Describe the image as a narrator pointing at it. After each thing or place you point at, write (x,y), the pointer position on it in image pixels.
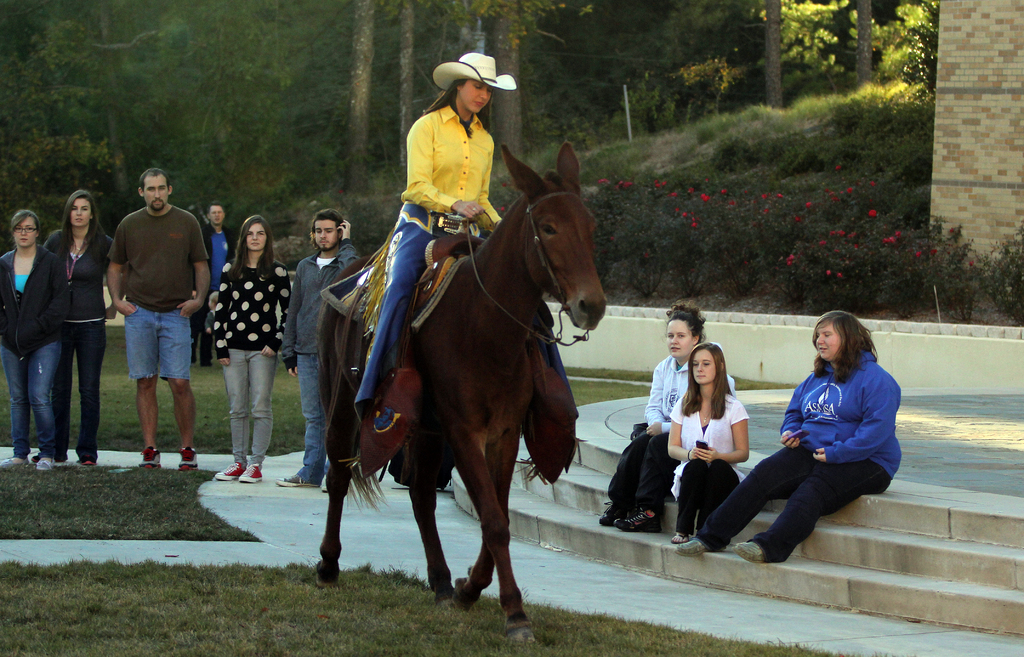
In this picture we can see a woman (446,161) riding a horse (513,265), on right side (743,457) there are three women (690,427) sitting on stairs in the background of a group of people (64,291) Standing and watching the woman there is a grass (289,602) on the bottom (280,614), in the background (261,172) trees (522,57) and right side of the picture (801,195) we can see some of the flower plants (811,241).
